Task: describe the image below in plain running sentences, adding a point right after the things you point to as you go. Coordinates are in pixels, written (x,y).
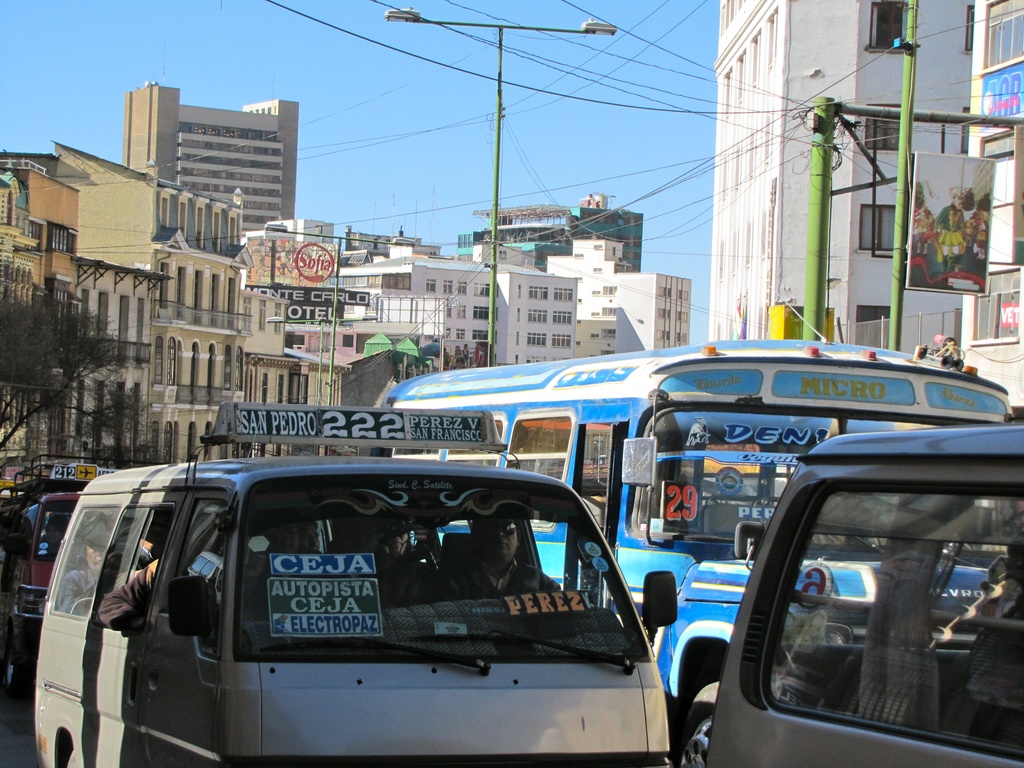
In this image I can see number of vehicles (517,484) in the front (271,568) and on these vehicles (359,490) I can see something is written. On the left side of the image (152,566) I can see few people (302,538) are sitting in the vehicle (249,663). In the background (906,196) I can see few trees (79,307), number of poles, few street lights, number of wires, number of buildings (626,320), number of boards (1023,107), the sky (300,105) and on these boards (362,300) I can see something is written.
